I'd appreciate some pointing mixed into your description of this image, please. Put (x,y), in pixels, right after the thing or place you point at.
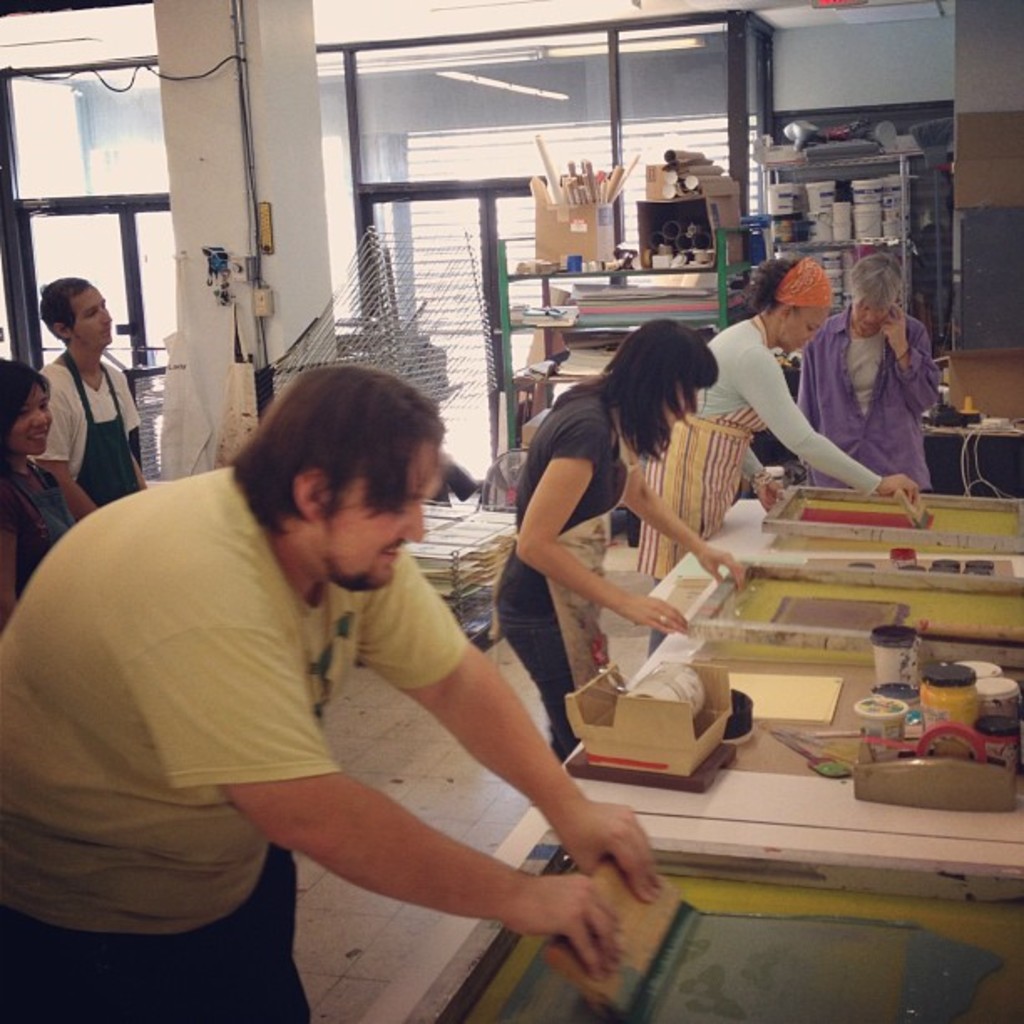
This picture is clicked inside the room (636,70). On the right (706,831) we can see the tables (731,541) on the top of which bottles (890,678), boards (870,616) and the wooden frames (888,873) are placed and we can see the group of people (558,488) standing, holding some objects (618,950) and seems to be working and we can see the group of people (12,368) standing on the ground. In the background (855,47) we can see the wall (867,44), cabinets (847,199) containing the boxes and some other objects (584,340) and we can see a pillar (218,284), table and there are some object (489,614) placed on the ground (505,656) and we can see the lights (639,43) and many other objects (887,130) in the background (474,357).
